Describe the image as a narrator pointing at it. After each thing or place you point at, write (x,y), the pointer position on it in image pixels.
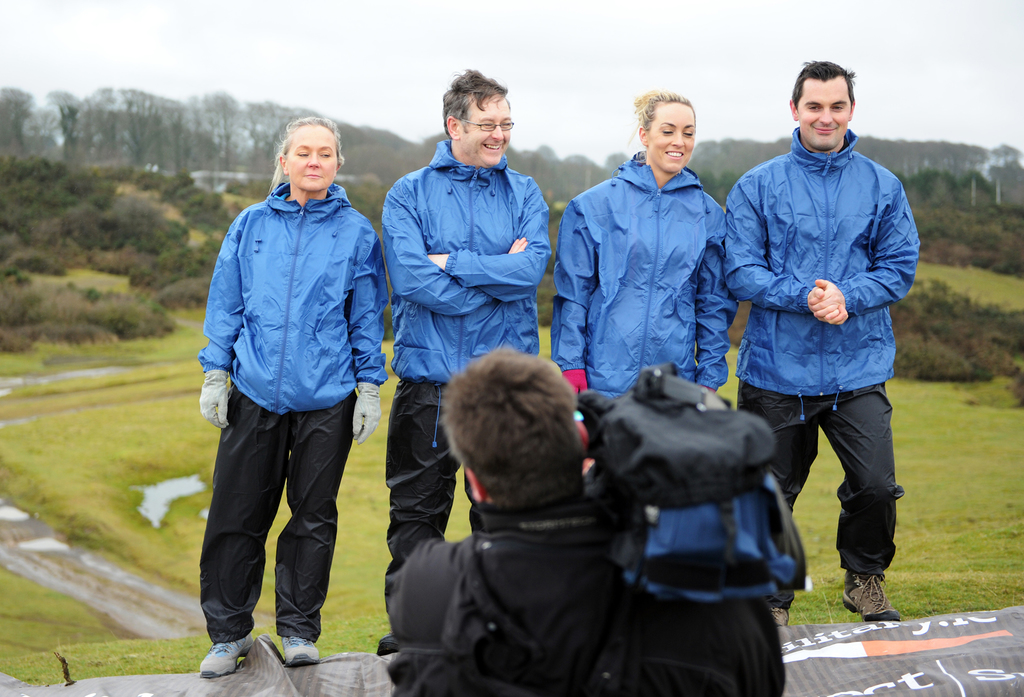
In the image there are four people (476,192) standing on the ground (917,504), around them there is a lot of grass (125,346) and greenery (104,336) and in front of the people (431,481) a person (584,580) is capturing their photo.
